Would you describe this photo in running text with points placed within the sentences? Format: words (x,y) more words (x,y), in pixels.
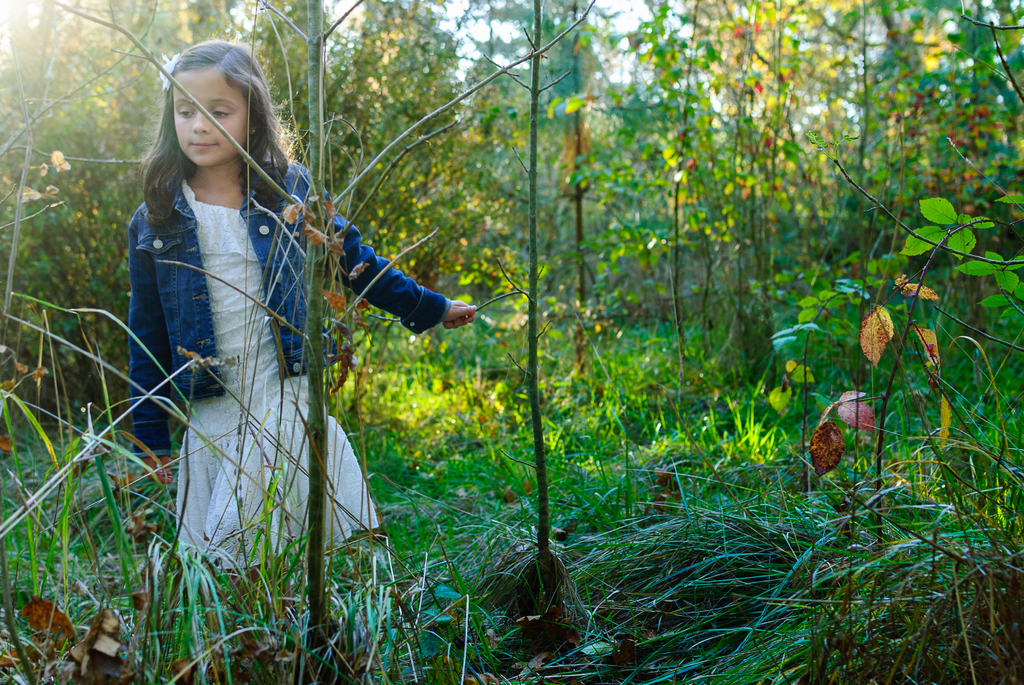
In this image there is a girl (200,173) standing on the land (356,558) having grass (444,384) and plants (843,234). Background (909,92) there are trees (406,105). The girl (250,325) is wearing a jacket (161,309).
